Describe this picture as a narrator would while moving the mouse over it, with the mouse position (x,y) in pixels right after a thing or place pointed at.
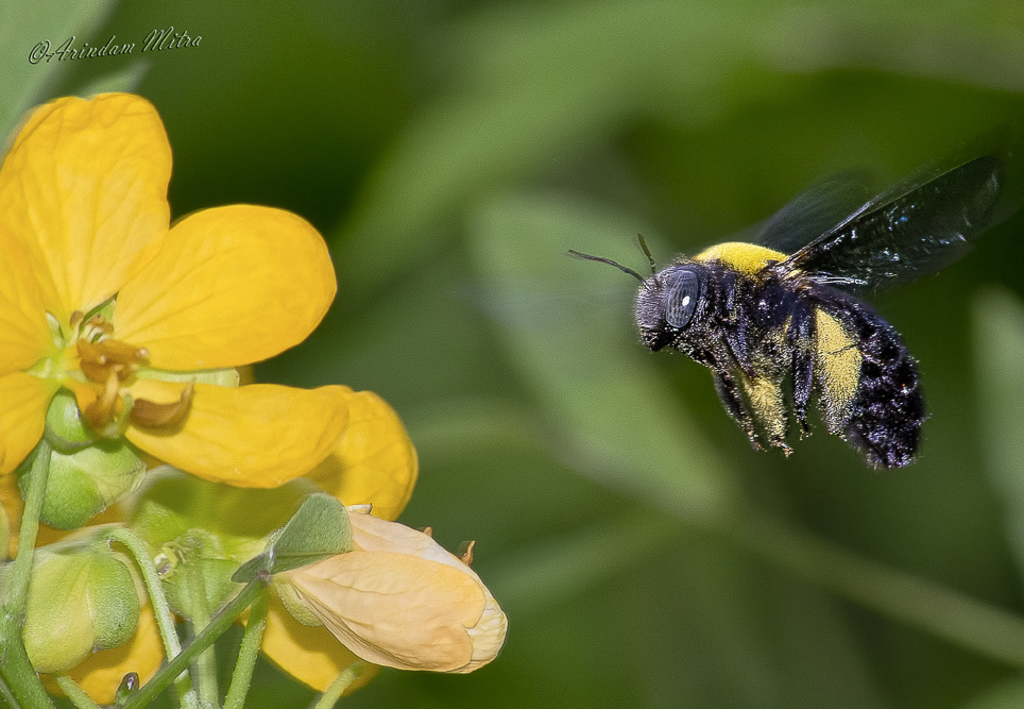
In this image I can see a insect (763,333) which is black and yellow in color is flying in the air (906,317) and to the left side of the image (259,389) I can see few flowers (227,410) which are yellow and green in color. In the background (481,135) I can see few trees (429,294) which are green in color.
